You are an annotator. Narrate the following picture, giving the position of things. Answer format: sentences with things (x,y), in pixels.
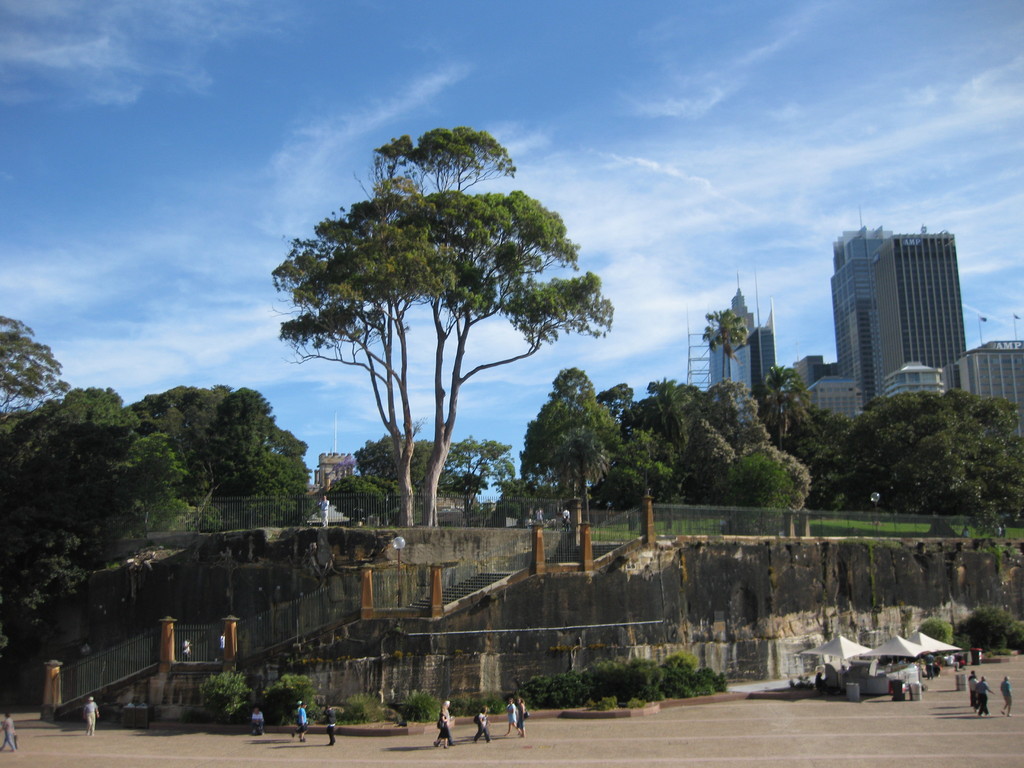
In this image we can see some buildings (842,405) with windows (909,376). We can also see a large group of trees (683,462), pillars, a fence (479,588), stairs (443,595) and the sky (281,314) which looks cloudy. On the bottom of the image (450,716) we can see some people (518,723) walking on the ground (712,728). We can also see some tents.
